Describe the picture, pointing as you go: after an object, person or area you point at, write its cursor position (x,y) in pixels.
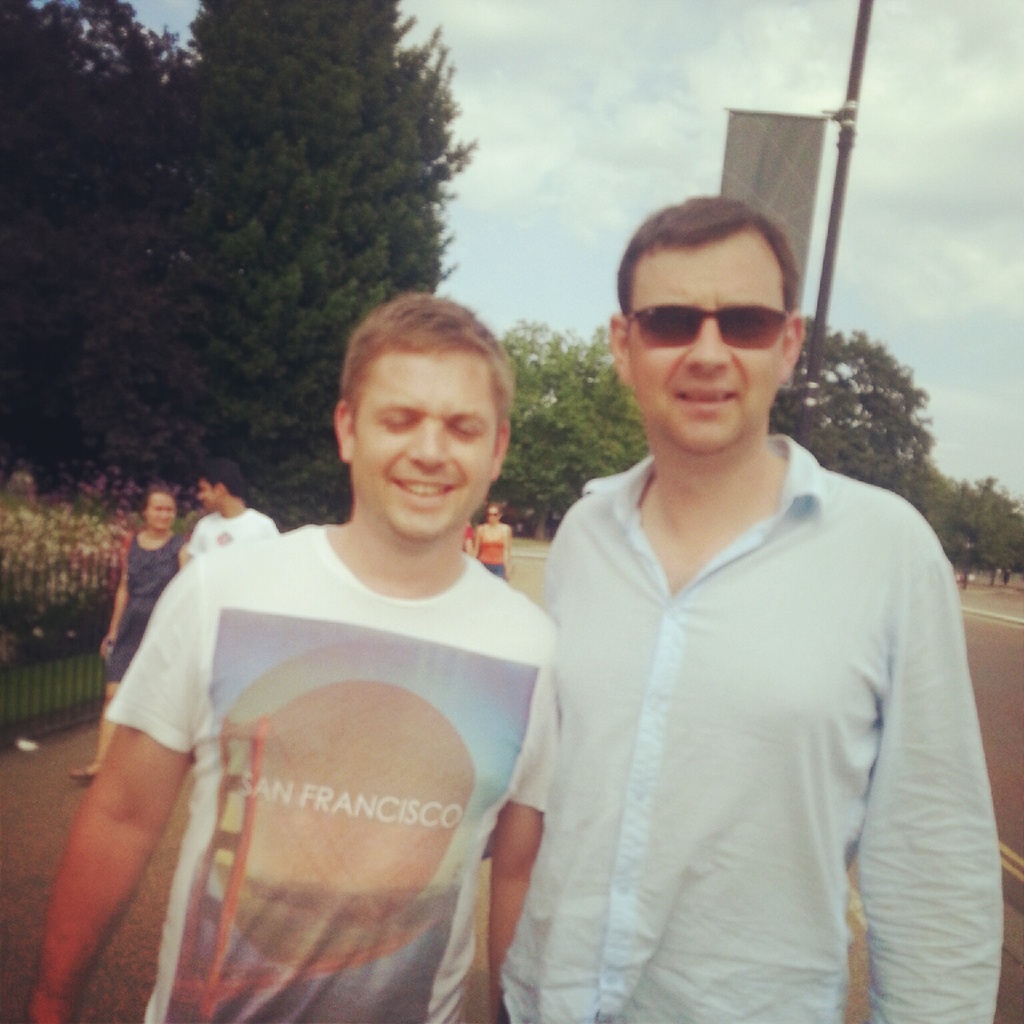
Front these two people (667,634) are standing. This man (783,705) wore goggles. Background (795,200) we can see pole (833,187), banner (801,183), fence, plants (124,516), people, sky (632,159) and trees (912,430). Sky (604,314) is cloudy.
